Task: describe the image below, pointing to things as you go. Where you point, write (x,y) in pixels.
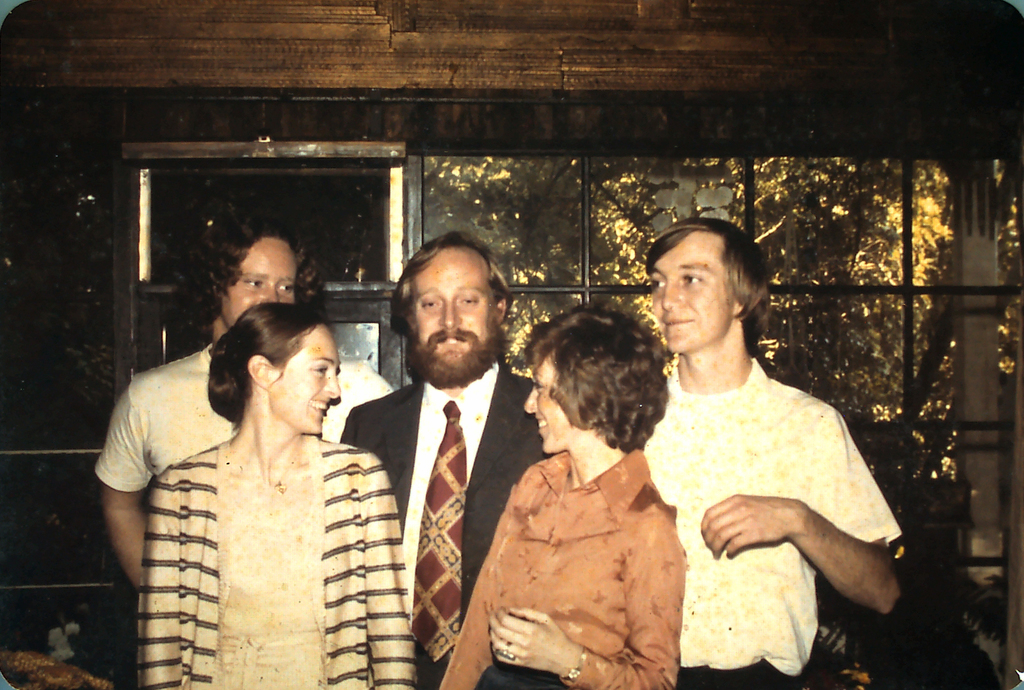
In the foreground of this image (710,488), there are two women (579,553) and three men (695,463) standing. In the background (531,252), it seems like a glass wall (543,200) and a window (278,179). Through the glass (857,315), there are trees (847,328).
